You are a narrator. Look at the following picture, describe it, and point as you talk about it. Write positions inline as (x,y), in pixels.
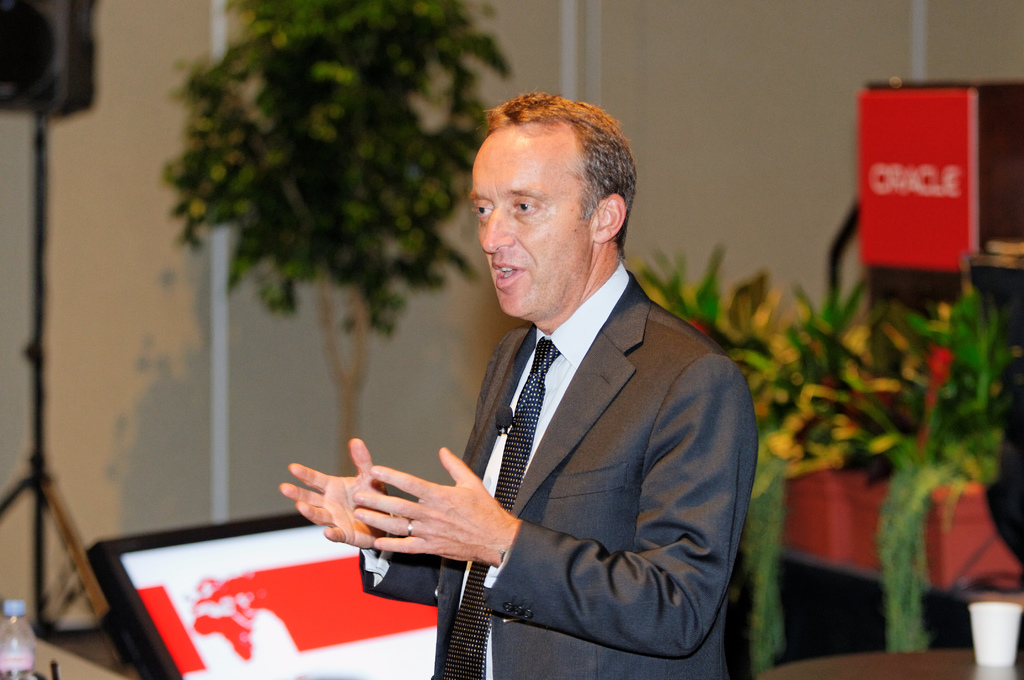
In this image I can see one man (472,457) is standing in the front (504,369) and I can see he is wearing formal dress (561,469). I can also see a mic (506,417) on his chest (543,415). In the background (808,408) I can see few plants (739,300), a speaker (52,98), a red colour board (945,236) and on it I can see something is written. On the left side (133,535) I can see a bottle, a screen (139,565) and on the bottom right side (936,660) I can see a glass (1010,660) on the table (954,675). I can also see this image is little bit blurry in the background (434,352).
